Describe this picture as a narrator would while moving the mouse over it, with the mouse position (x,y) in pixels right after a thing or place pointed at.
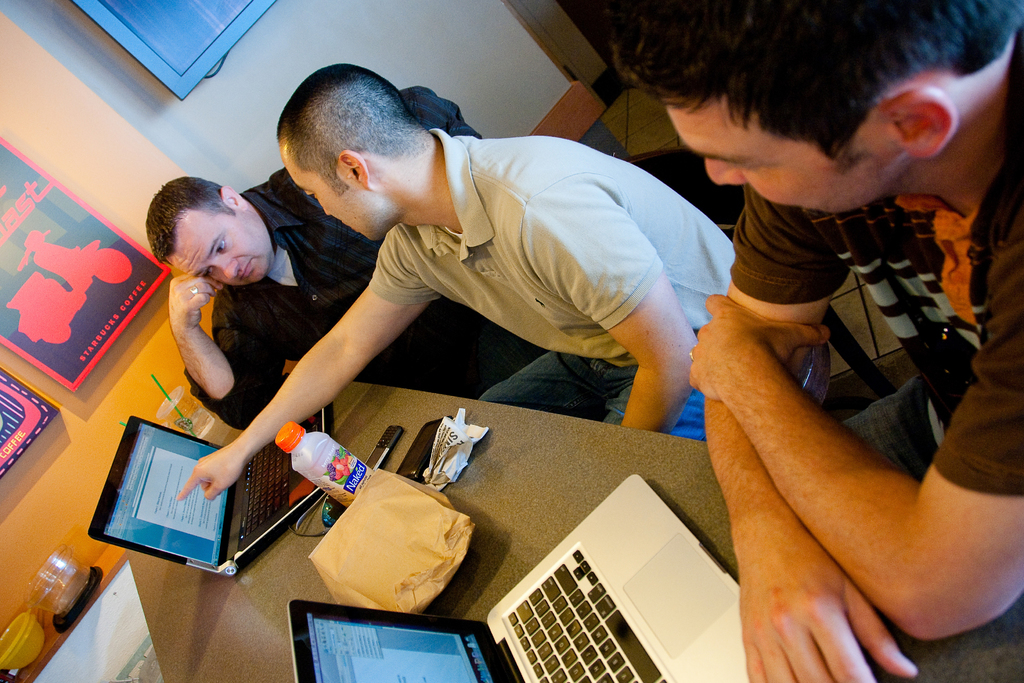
In this picture we can see three men (535,247), in front of them we can find laptops (497,610), bottle (318,475), mobiles (390,446) and other things (400,529) on the countertop (502,548), on the left side of the image (131,305) we can see few posters (90,275) on the wall (135,198).
